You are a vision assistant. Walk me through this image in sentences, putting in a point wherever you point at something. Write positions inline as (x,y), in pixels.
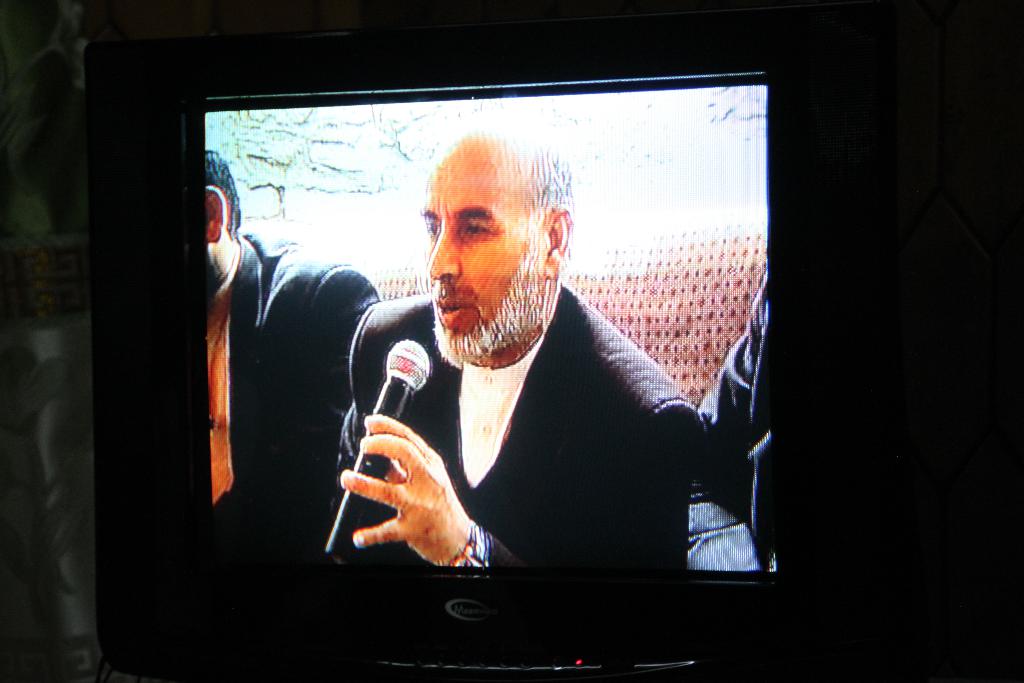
In this picture I can see a television (551,368) and the television (442,382) displaying a man (448,366) seated and speaking with the help of a microphone (389,401) and I can see couple of them seated on the sides on the screen (657,343) and looks like a curtain (38,313) on the left side (55,207) and I can see dark background (91,12).
